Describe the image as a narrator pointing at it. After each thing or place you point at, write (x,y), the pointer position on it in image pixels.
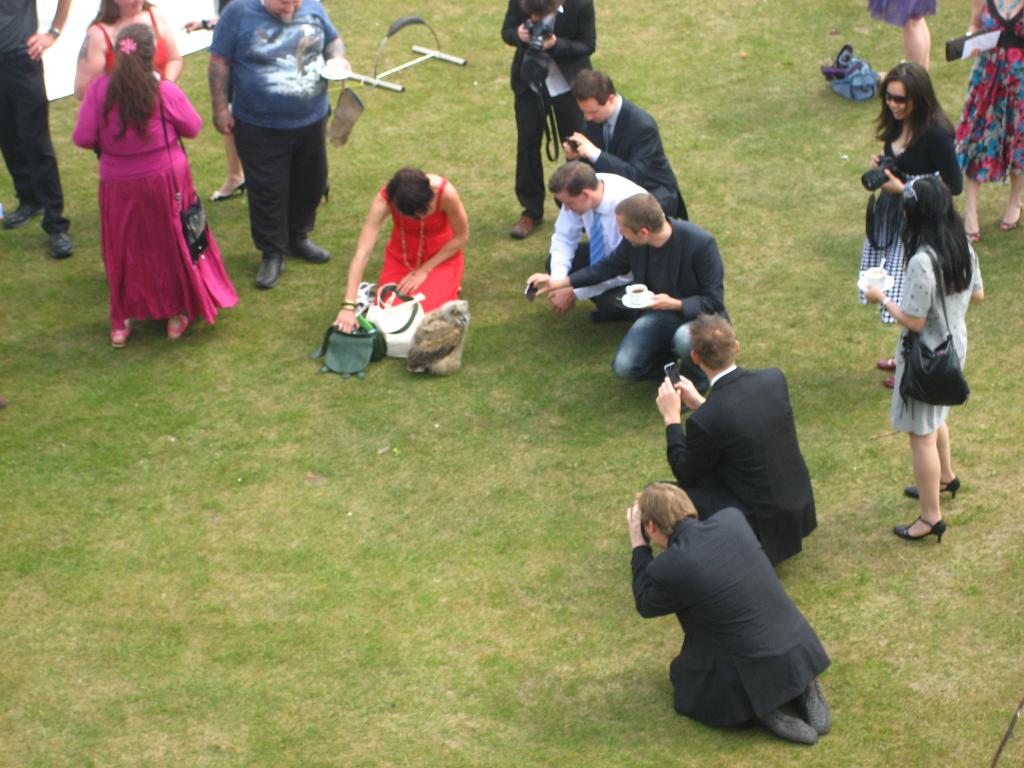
In this picture I can see group of people (287,117) standing, group of people (790,692) sitting on their knees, three persons (940,534) holding the saucers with the cups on it, two persons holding the cameras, there are bags (378,315) on the grass (391,412).
